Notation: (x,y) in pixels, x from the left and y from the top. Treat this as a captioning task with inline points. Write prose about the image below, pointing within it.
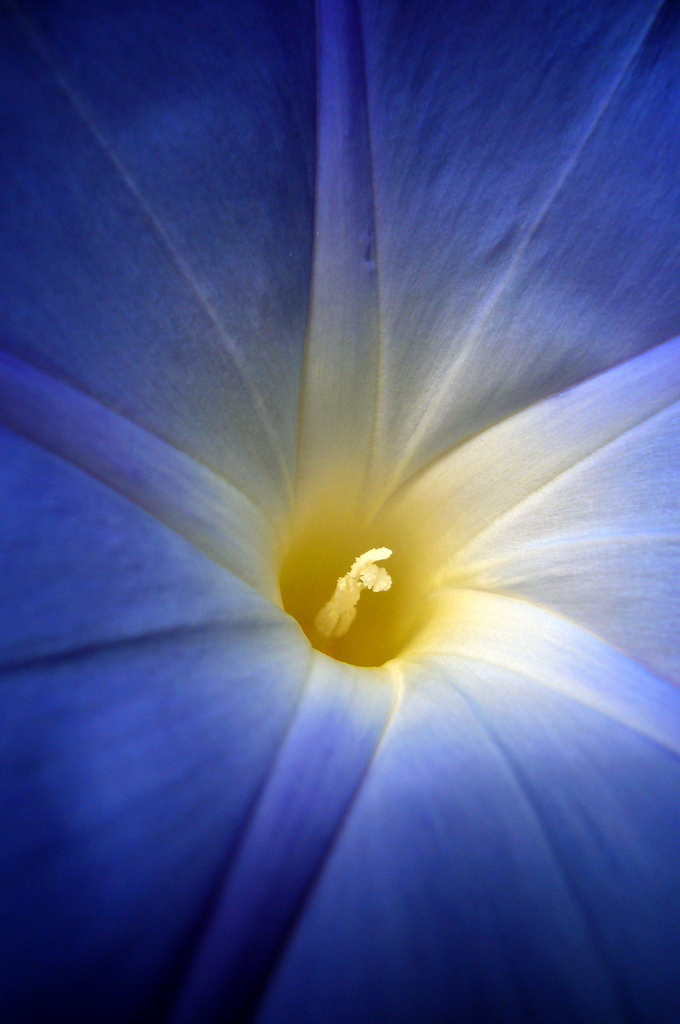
In this image I can see a blue flower (347,703) with a yellow stigma (374,581).
